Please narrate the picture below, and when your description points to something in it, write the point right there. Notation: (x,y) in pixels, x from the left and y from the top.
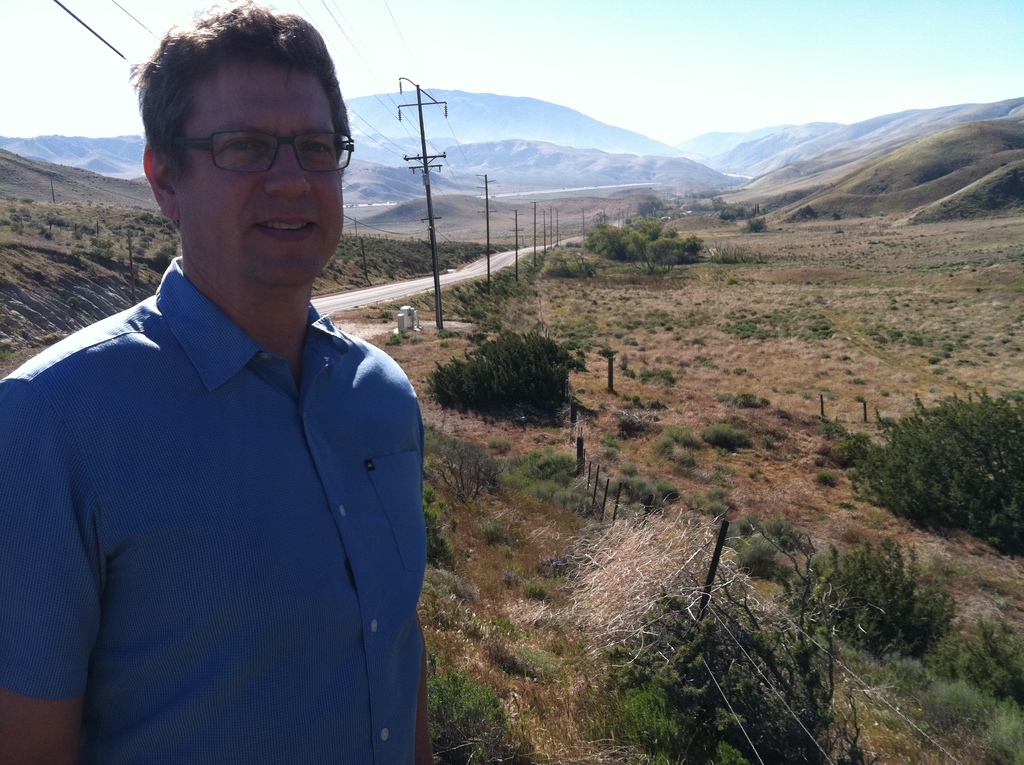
In this image, we can see a person (194,364) wearing glasses (234,161) and in the background (515,145), there are hills (638,164), trees (741,251), poles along with wires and there is a road (400,288). At the top (684,62), there is sky (685,75).
